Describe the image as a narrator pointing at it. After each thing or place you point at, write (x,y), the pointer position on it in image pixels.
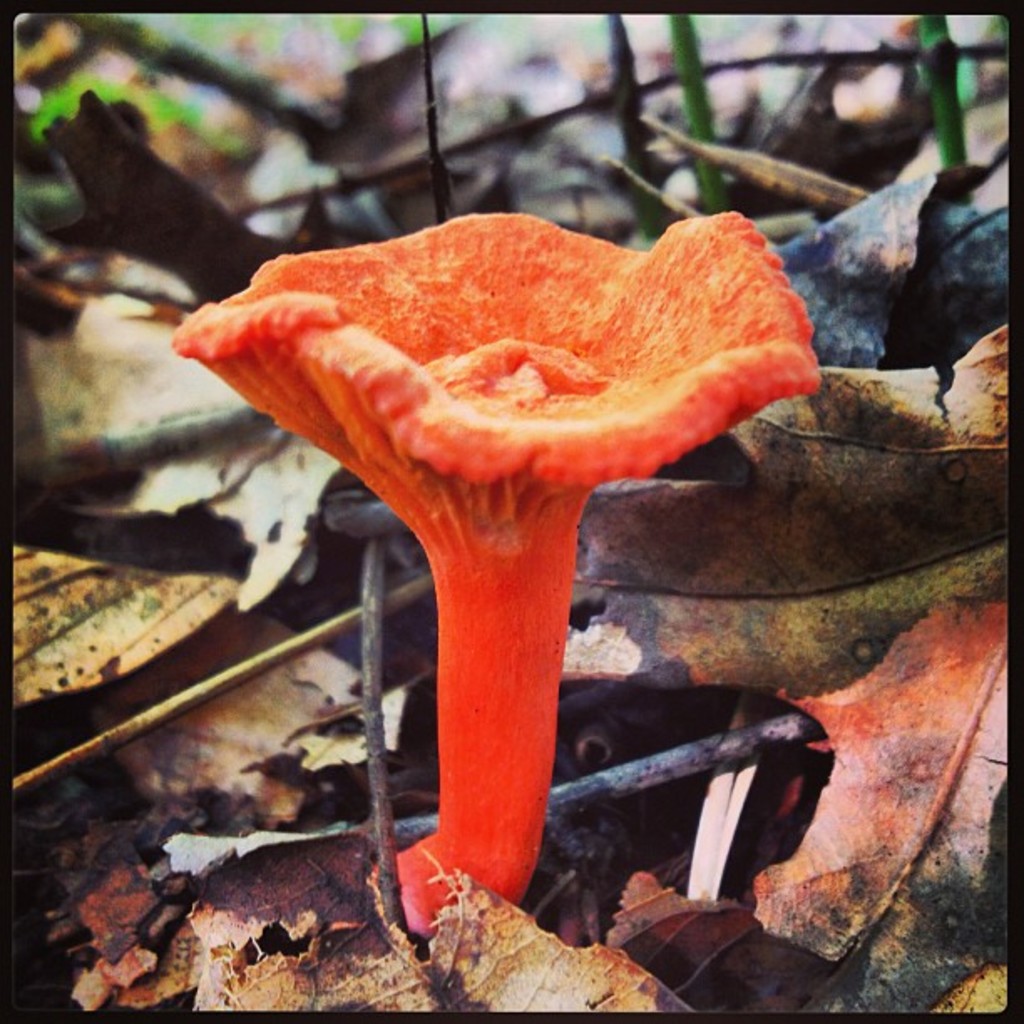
In this image, we can see a mushroom (508,589), dry leaves (40,653) and twigs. Here we can see black color borders (1016,940) in the image.
